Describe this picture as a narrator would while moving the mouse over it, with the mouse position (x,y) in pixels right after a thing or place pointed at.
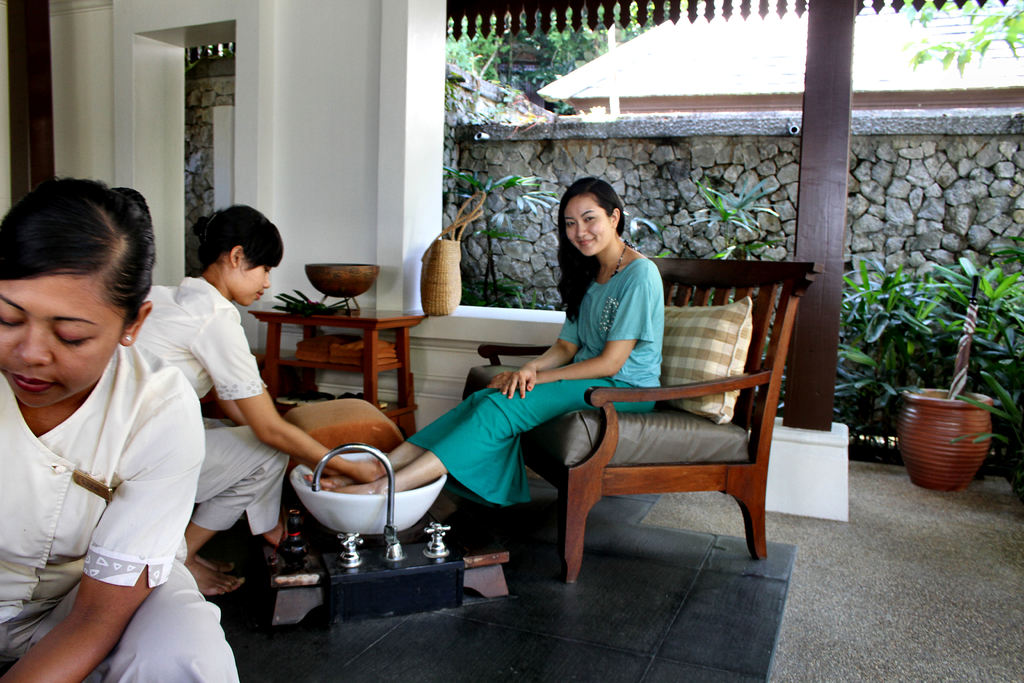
It looks like a spa center (263,114) here are three women (465,412), one woman (514,461) is sitting on the chair (535,434) and placing the feet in the wash basin (381,501) another woman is washing her legs (359,493), the third woman (123,504) is also doing some other work, we can see a table (316,317) and a bowl (320,287) on the table (279,361) and a bag (424,294) beside the table (407,399), in the background (960,410) there are some plants (951,381), a pot (949,430), a pole (821,395) and a rock wall (768,168) and a house (608,58), trees (534,50).
